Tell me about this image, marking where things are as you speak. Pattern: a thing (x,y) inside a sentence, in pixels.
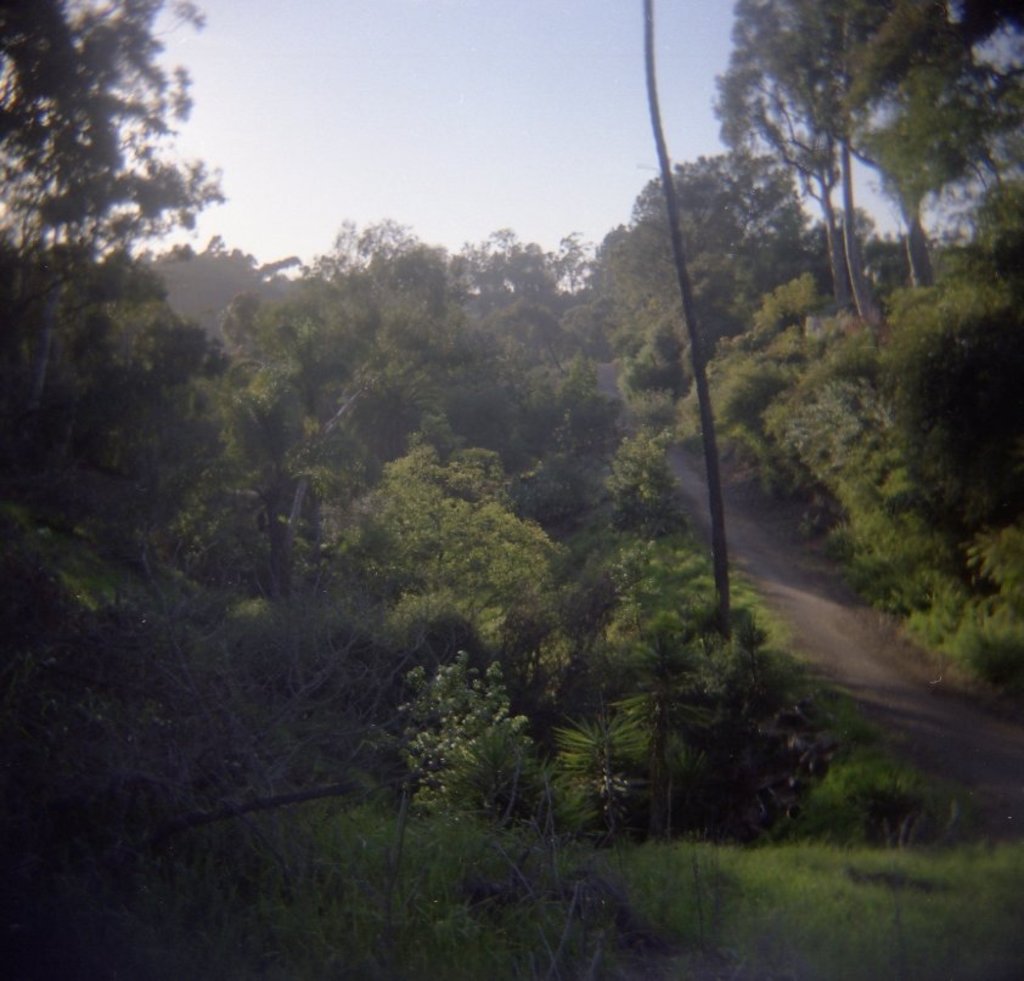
In this image we can see some group of trees (515,642), grass (786,869), bark (719,586) of a tree (719,564) and the pathway (739,539). On the backside (609,232) we can see the sky (471,193).
